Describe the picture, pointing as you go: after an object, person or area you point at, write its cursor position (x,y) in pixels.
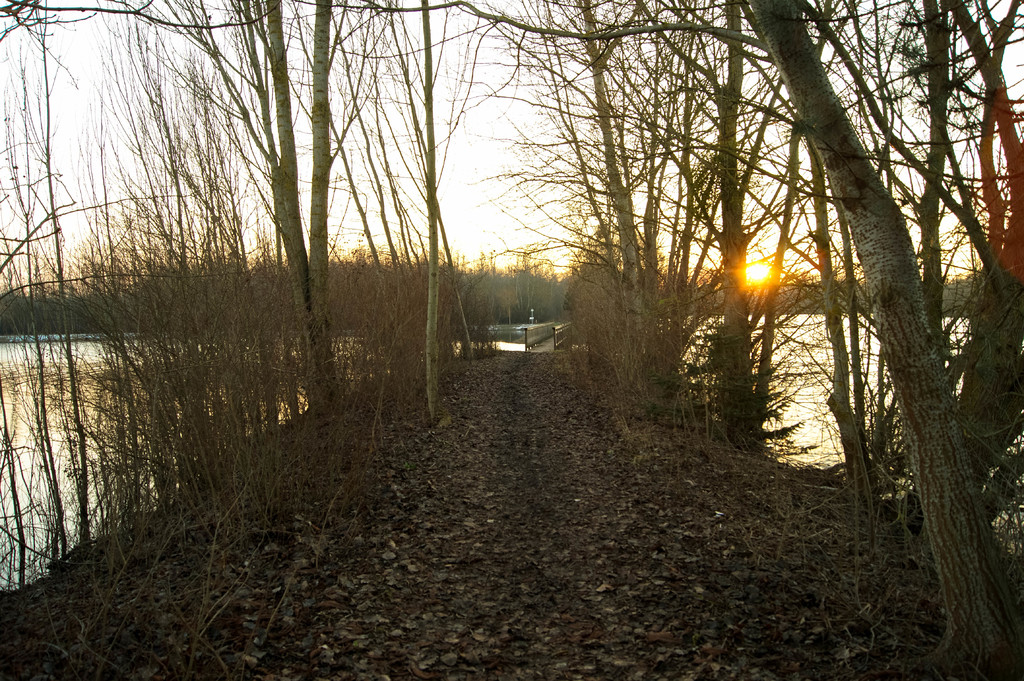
In this image at the bottom (543,469) there is a walkway (543,469) and on the right side (742,262) and left side (325,381) there are some trees (430,274), and there is one lake (101,427). In the background (139,324) there are some trees (574,275), and at the top of the image (87,182) there is sky (376,190) and at the bottom (360,571) there are some dry leaves (515,532) on a walkway (346,580).
